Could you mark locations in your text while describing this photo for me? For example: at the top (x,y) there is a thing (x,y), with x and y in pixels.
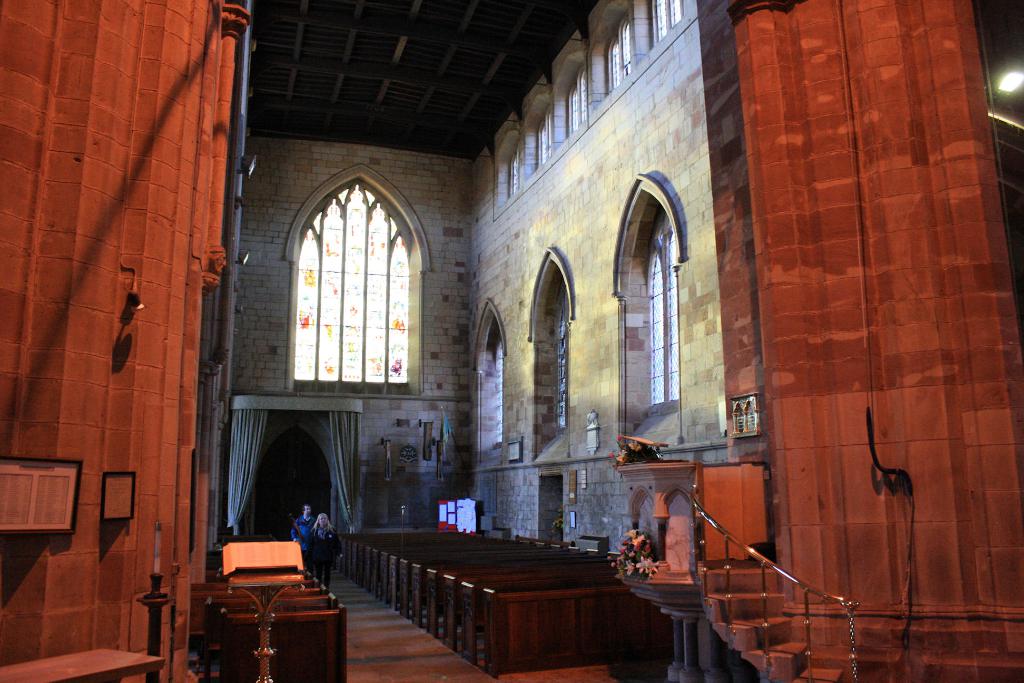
In this image I can see a building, glass windows (353,302). In front (618,548) I can see a stairs (742,562), flowers (639,573) and stage (641,516). I can see few tables (545,606), board (457,522) and two people (325,532) are walking.
